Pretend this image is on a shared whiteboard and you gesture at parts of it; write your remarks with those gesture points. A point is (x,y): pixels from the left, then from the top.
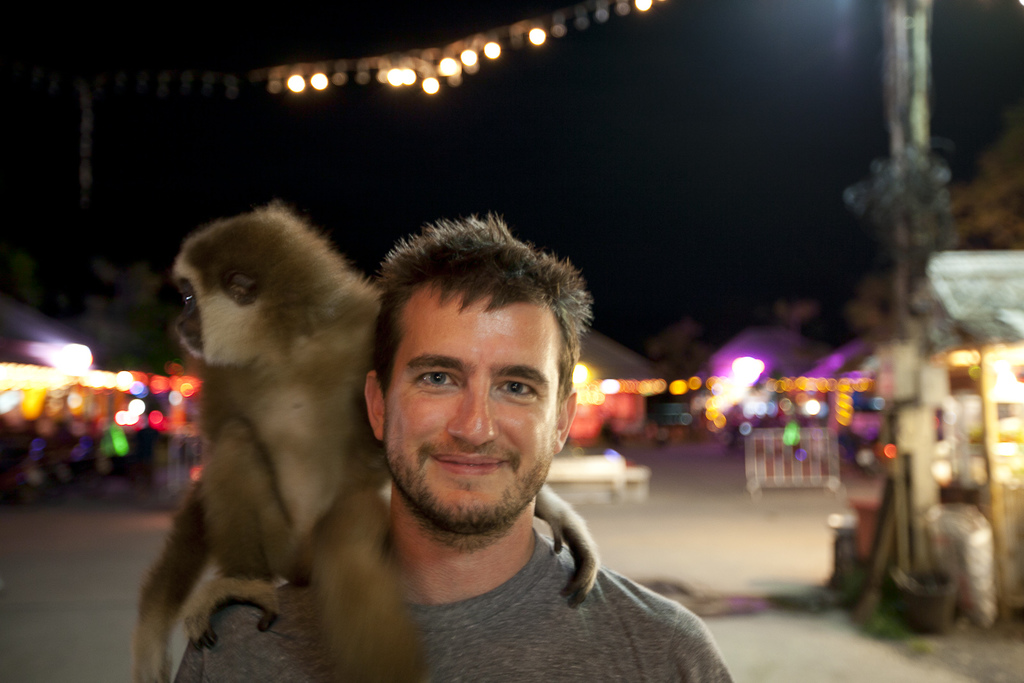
In the picture I can see a person (422,620) wearing grey color T-shirt (647,644) is carrying a monkey (282,526) on his shoulders (278,673) and smiling. The background of the image (921,491) is blurred, where we can see the pole (924,439), lights (136,417) and the dark sky (519,125).
